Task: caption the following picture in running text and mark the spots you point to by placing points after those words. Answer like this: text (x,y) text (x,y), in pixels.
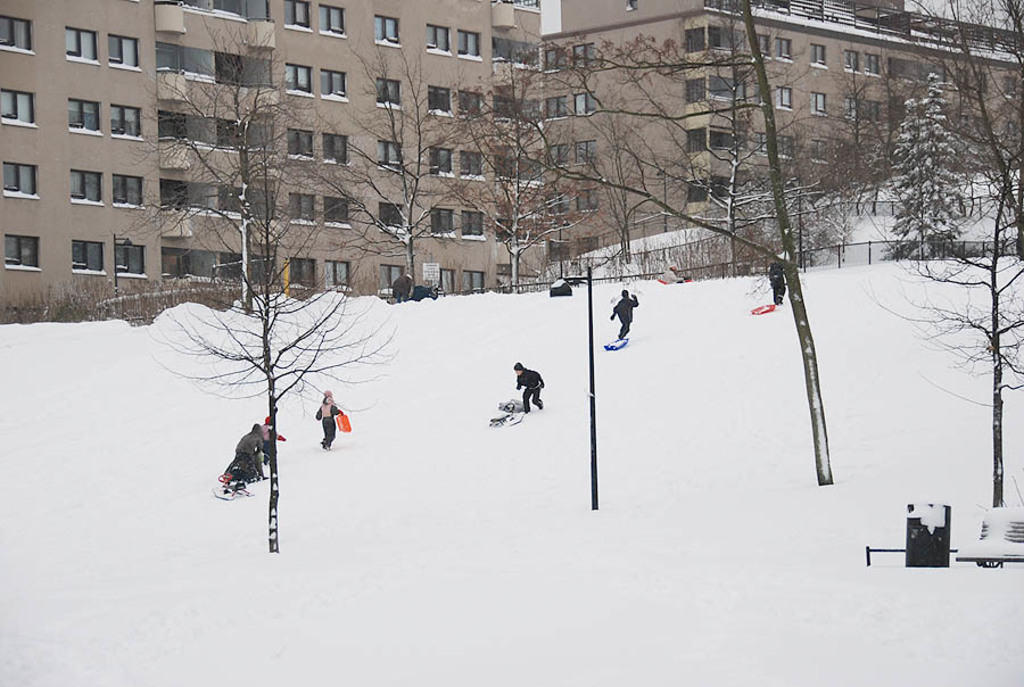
In this image we can see a group of people (779,272) standing on the snow (283,474). One person (332,416) is holding an object (344,420) in his hand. In the center of the image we can some objects (233,487) placed on the ground (564,461). In the background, we can see a trash bin (936,550) placed on the ground (970,541), a group of trees (836,220), fence (880,255), buildings (608,125) with windows (722,86), light poles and the sky (555,22).
